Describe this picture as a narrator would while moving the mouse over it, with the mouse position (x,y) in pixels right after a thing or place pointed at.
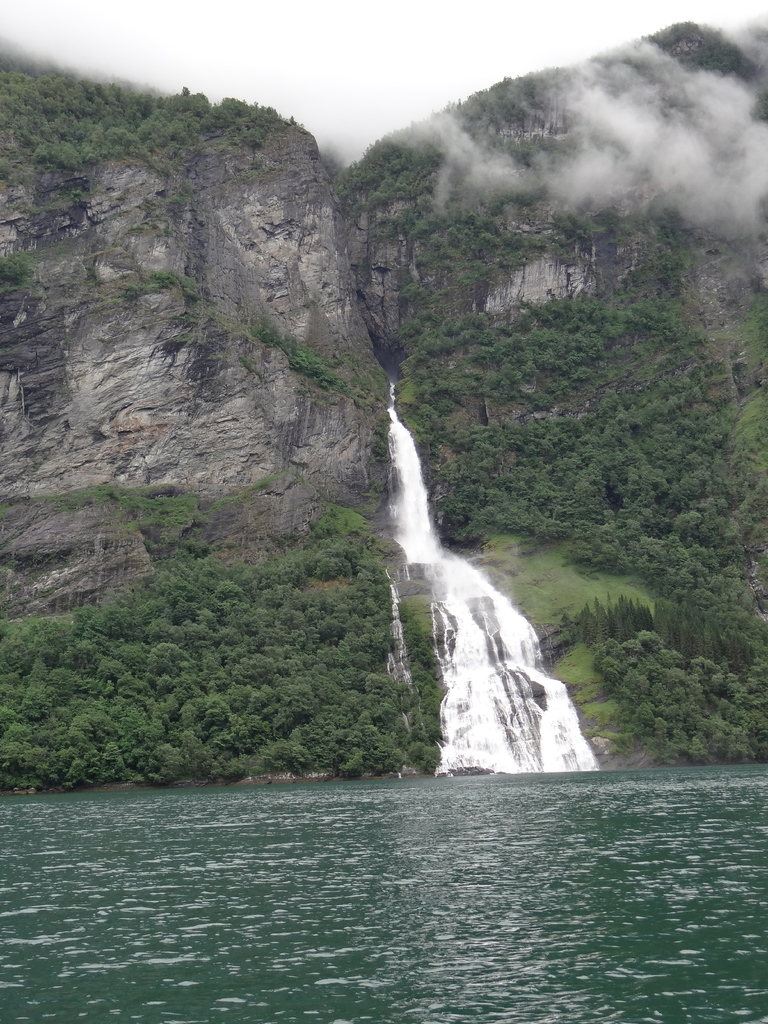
In this image we can see the waterfall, some smoke (582,157), there is a river (503,802), some trees (256,680), bushes (517,198), plants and grass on the mountains (659,149). At the top (390,72) there is the sky (492,67).
